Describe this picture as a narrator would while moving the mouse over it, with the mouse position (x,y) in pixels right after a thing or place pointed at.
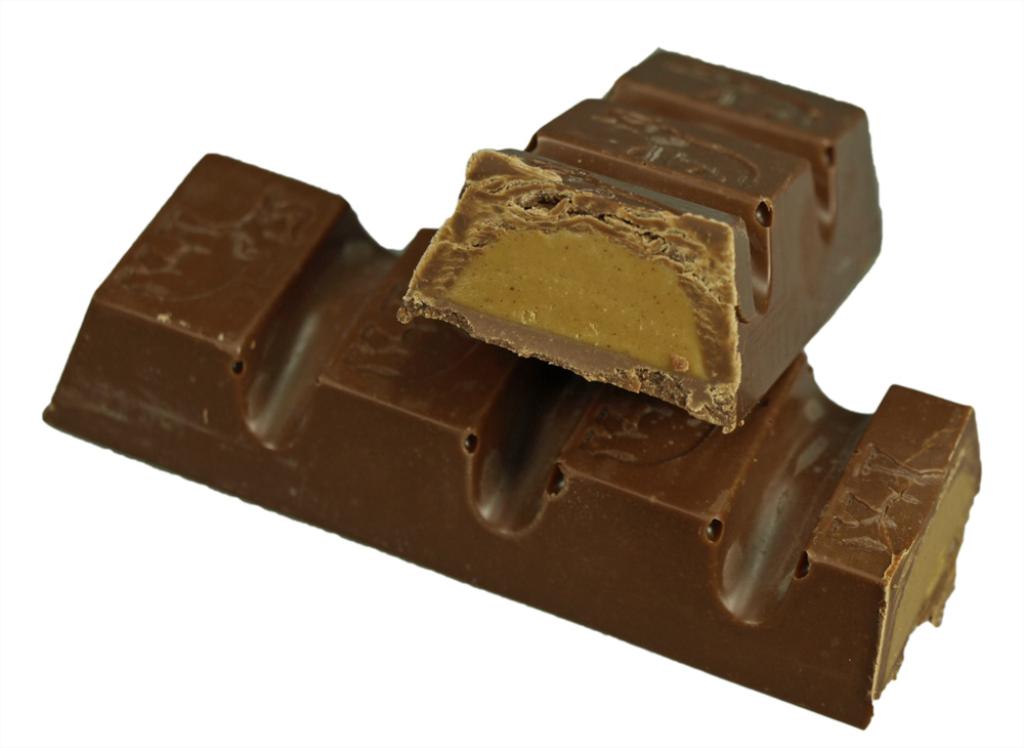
In this picture, we can see chocolates (655,473). In the background (404,25), we can see white color.
